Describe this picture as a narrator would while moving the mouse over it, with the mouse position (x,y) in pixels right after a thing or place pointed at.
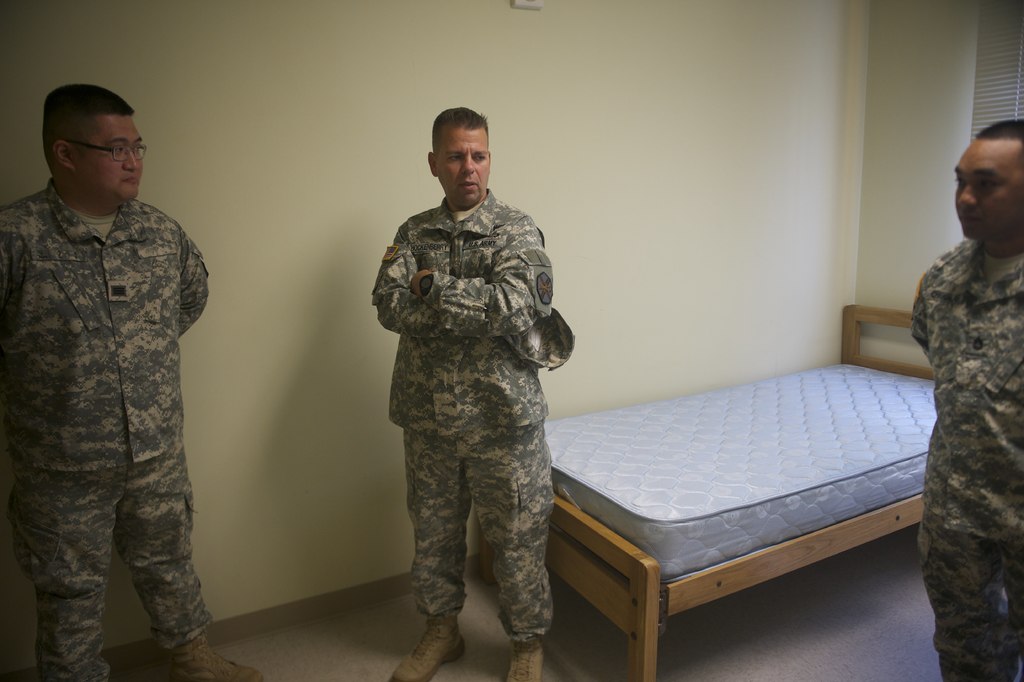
There are three persons (505,343) standing and there is a bed (784,434) behind them and the background wall (486,88) is cream in color.
